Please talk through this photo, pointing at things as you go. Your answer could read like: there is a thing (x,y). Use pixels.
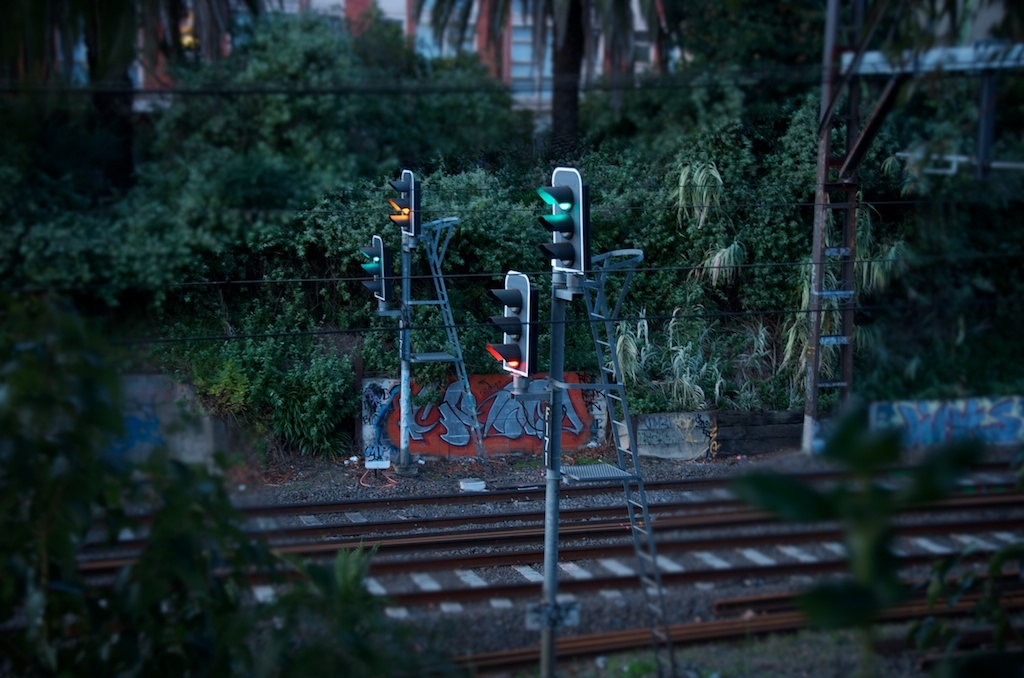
In this image we can see some traffic lights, poles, ladders (623,461), there are paintings (538,434) on the wall (457,433), there are trees (351,238), train tracks (523,499), wires (707,317), also we can see houses (650,43).
